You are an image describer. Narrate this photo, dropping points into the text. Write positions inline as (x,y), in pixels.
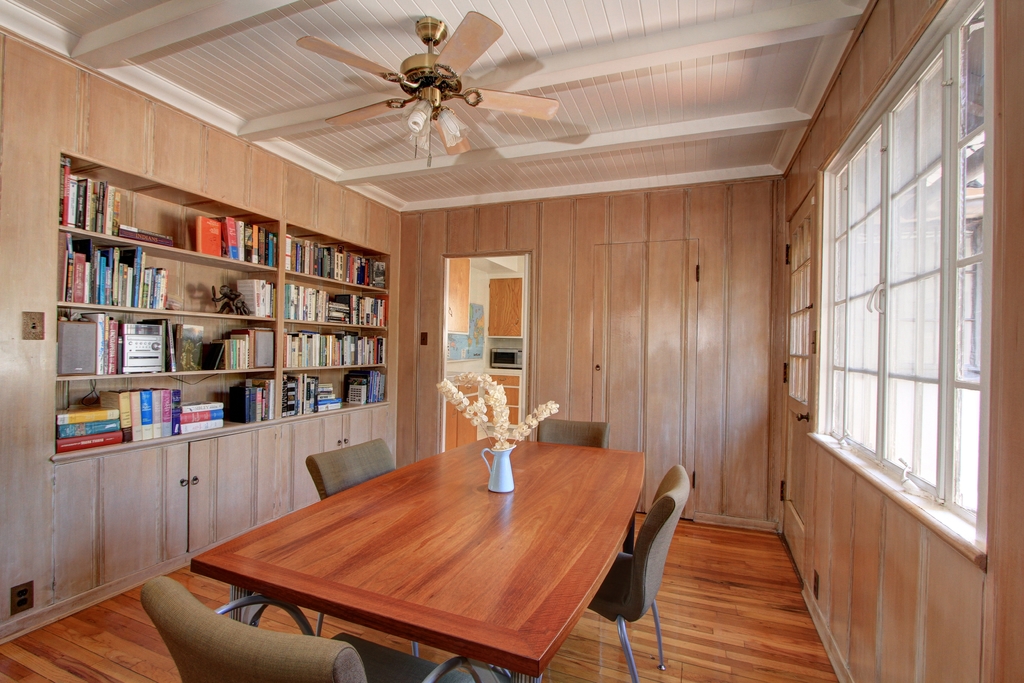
In this image there is a table (486,507) with a flower pot (509,445) on it and there are chairs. On the left side of the image (164,355) there are books (189,344) and other objects (68,330) are arranged on the shelves (190,373). On the right side of the image (805,284) there is a glass window (863,333) and a glass door (786,465). In the background (519,257) there is like a door (639,349) and a wall (733,350). At the top of the image (512,61) there is a ceiling (553,76) with a fan (448,71).
